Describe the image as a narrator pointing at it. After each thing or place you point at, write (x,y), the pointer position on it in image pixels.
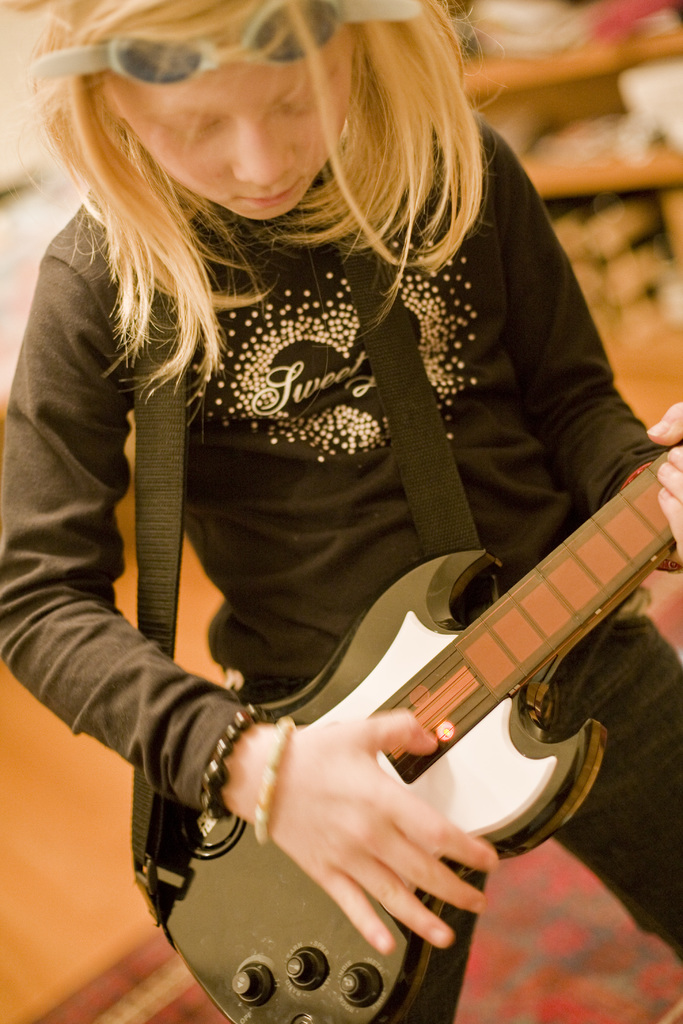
As we can see in the image there is a person (283,316) holding guitar (284,983).
